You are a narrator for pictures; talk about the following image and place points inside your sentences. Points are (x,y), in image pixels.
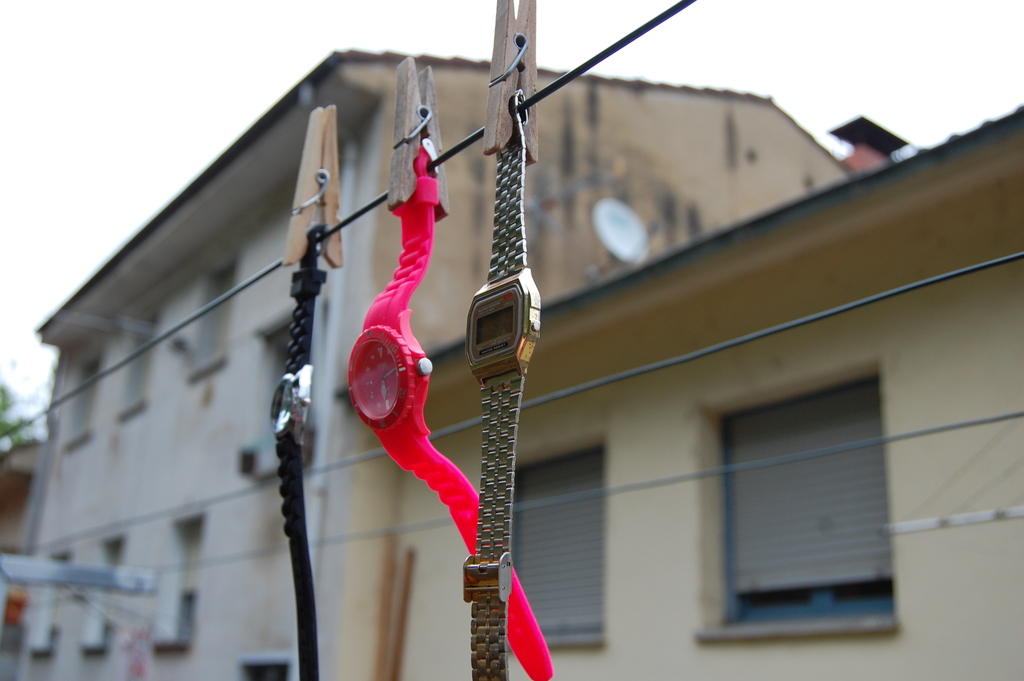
In the middle of the image (431,231) we can see some ropes (54,404), on the ropes (328,232) we can see three watches (437,187) and clips (512,66). Behind the watches (489,677) we can see some buildings (854,347). At the top of the image (950,41) we can see the sky (1016,3).
